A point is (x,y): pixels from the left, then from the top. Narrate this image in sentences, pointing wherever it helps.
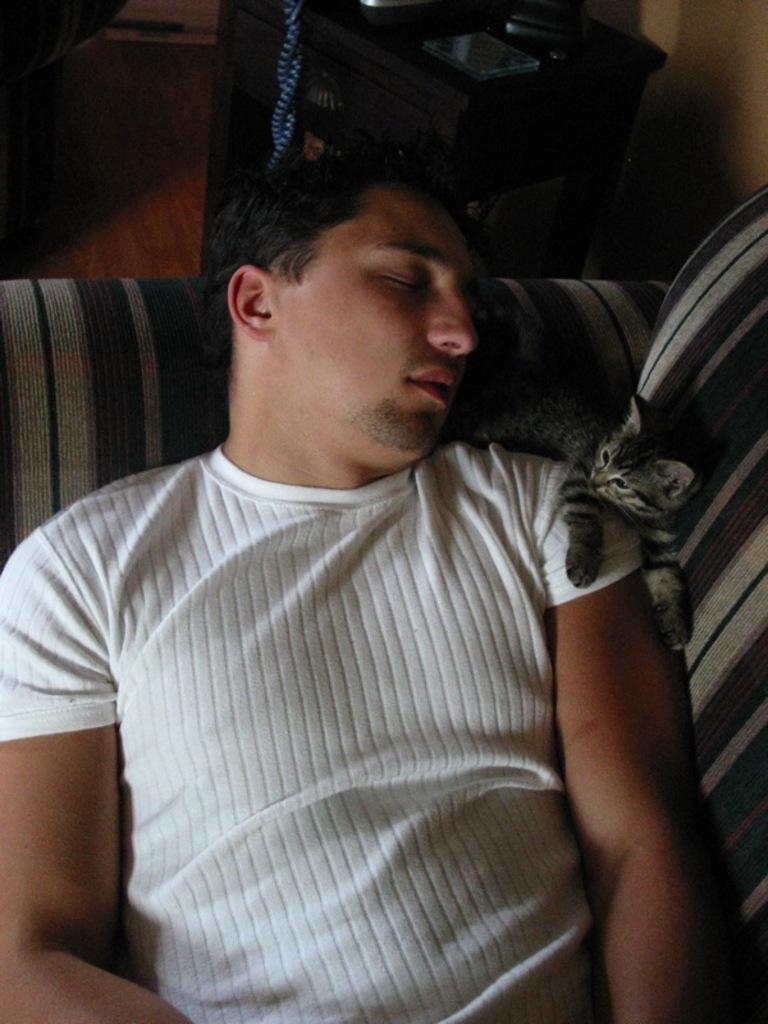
In this image there is a man (436,249) sleeping in a couch (29,368) and there is a cat (583,458), table (515,133), book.
